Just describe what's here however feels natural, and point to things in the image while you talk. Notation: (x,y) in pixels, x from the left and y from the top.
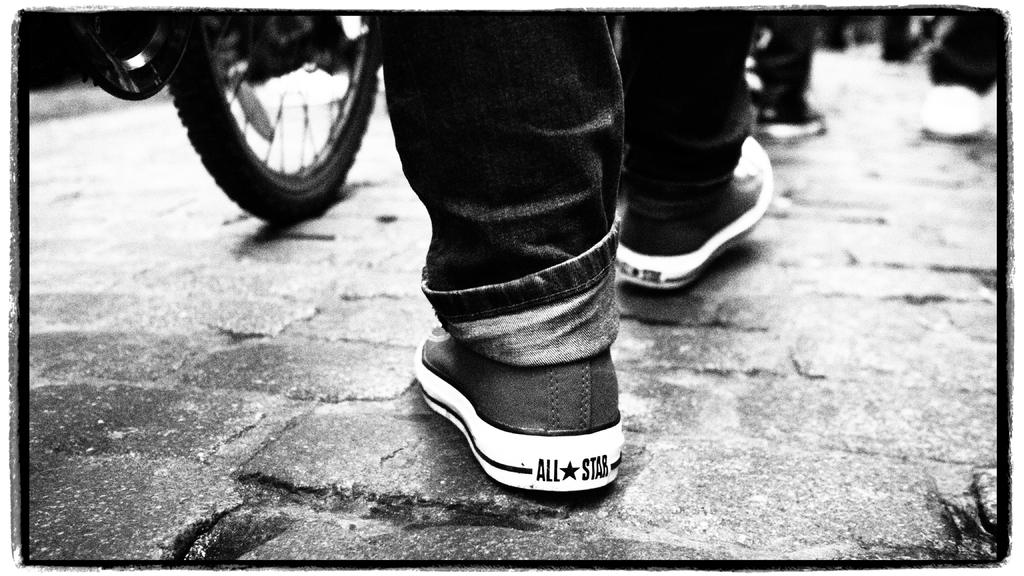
This image is a black and white image. This image is taken outdoors. At the bottom of the image (219,468) there is a road (805,374). In the middle of the image (451,265) a few people (788,88) are walking on the road (880,54) and there is a bicycle (279,191) parked on the road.
